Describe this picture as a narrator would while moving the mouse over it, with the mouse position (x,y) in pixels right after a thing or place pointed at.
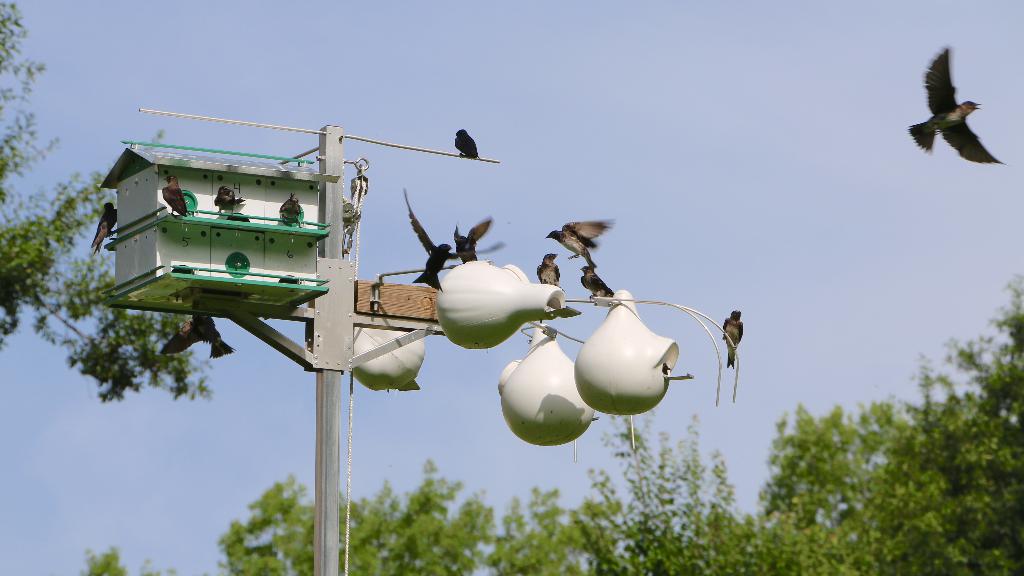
In this image we can see a birdhouse (298,259) on a stand (347,347). There are many birds (220,206) flying. Some are sitting on that. In the background (63,296) there are trees (530,546) and sky (700,211).
